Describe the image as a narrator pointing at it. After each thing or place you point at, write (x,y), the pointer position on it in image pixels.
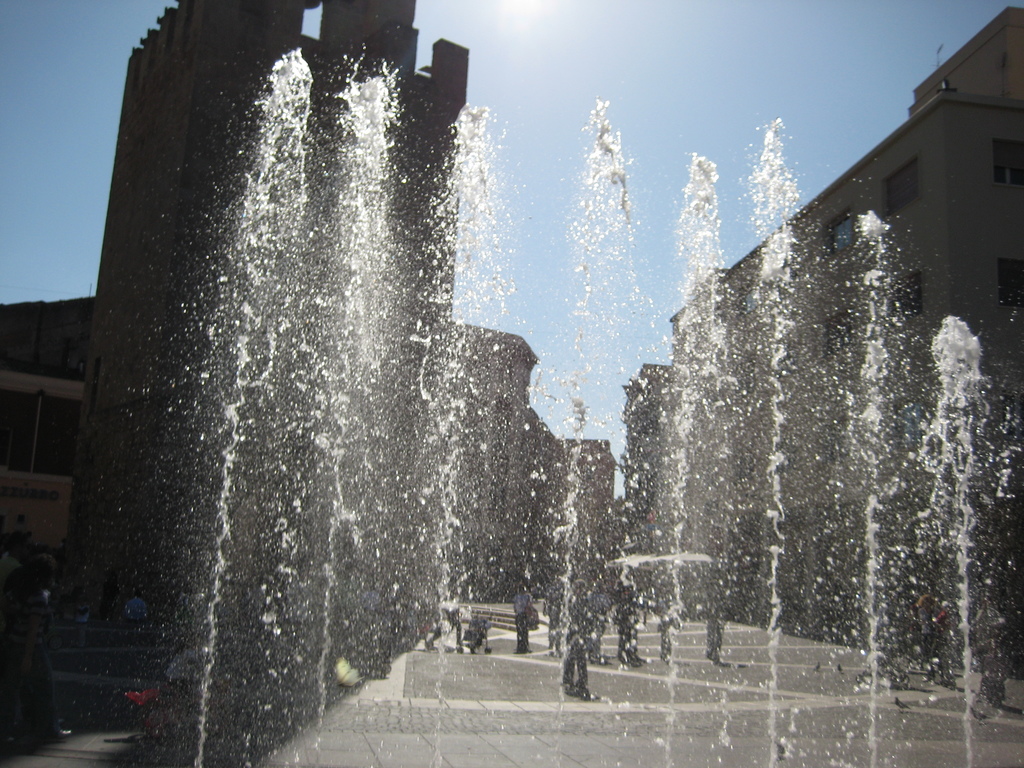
This picture is clicked outside. In the foreground (235,565) we can see the fountains (774,482). In the center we can see the group of persons (617,582) seems to be standing on the ground (785,644) and there are some objects (478,634) on the ground (742,647). On both the sides we can see the buildings (976,239). In the background (660,80) there is a sky (574,82).
